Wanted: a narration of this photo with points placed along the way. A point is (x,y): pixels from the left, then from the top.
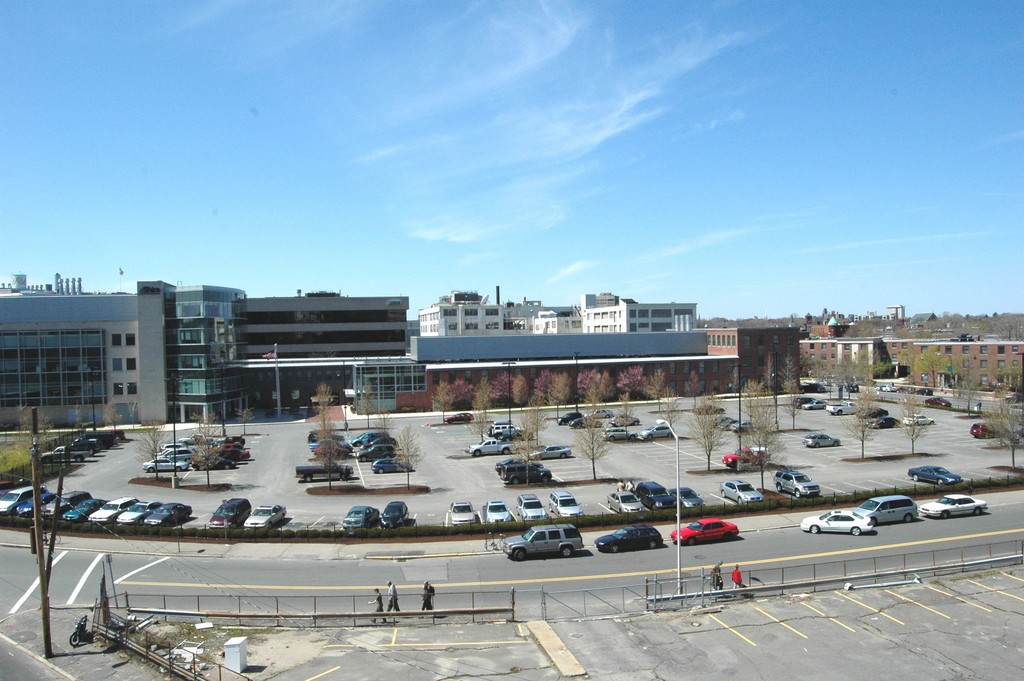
In this image, we can see so many vehicles (377,519), roads (3,549), trees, poles (36,533), people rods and few objects (193,659). Background (202,397) there are so many buildings (746,361), walls (418,394), windows (209,386), glass objects (204,366) and sky (629,154).
